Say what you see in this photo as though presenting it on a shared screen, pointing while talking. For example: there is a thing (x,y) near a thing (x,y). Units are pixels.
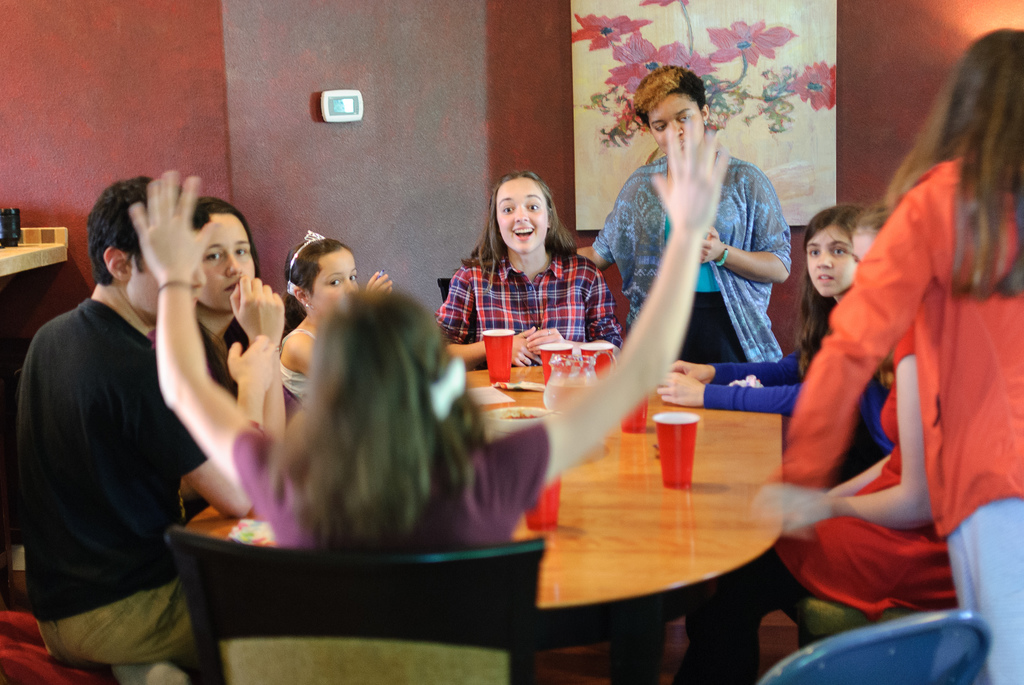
This is a picture taken in a room (466,180), there are group of people (737,261) performing the activities they are sitting on the chairs (417,647) in front of this people (272,349) there is a table (609,496) on the table (607,509) there are red cups (600,367) background of the people (379,310) there is a wall (477,58) on the wall (487,89) there is a painting (632,57).
